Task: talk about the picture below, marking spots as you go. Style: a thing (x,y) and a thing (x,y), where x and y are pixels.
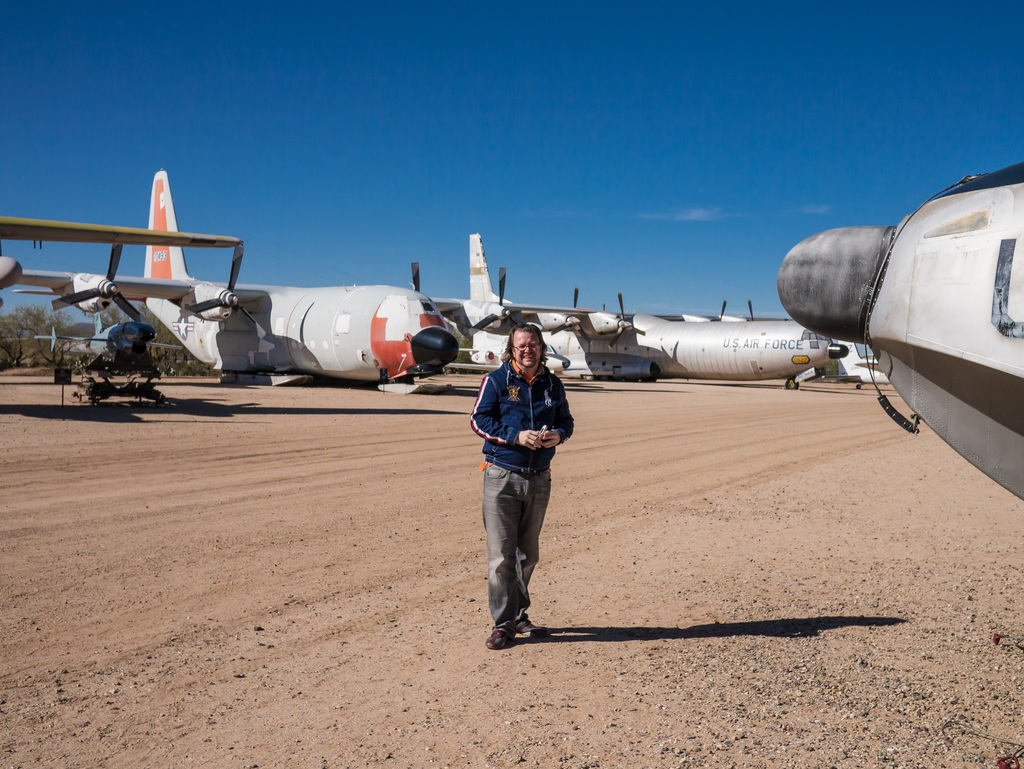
In this picture we can see a person (521,623) on the ground (501,649) and in the background (107,178) we can see airplanes (889,280), trees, sky (952,47).
